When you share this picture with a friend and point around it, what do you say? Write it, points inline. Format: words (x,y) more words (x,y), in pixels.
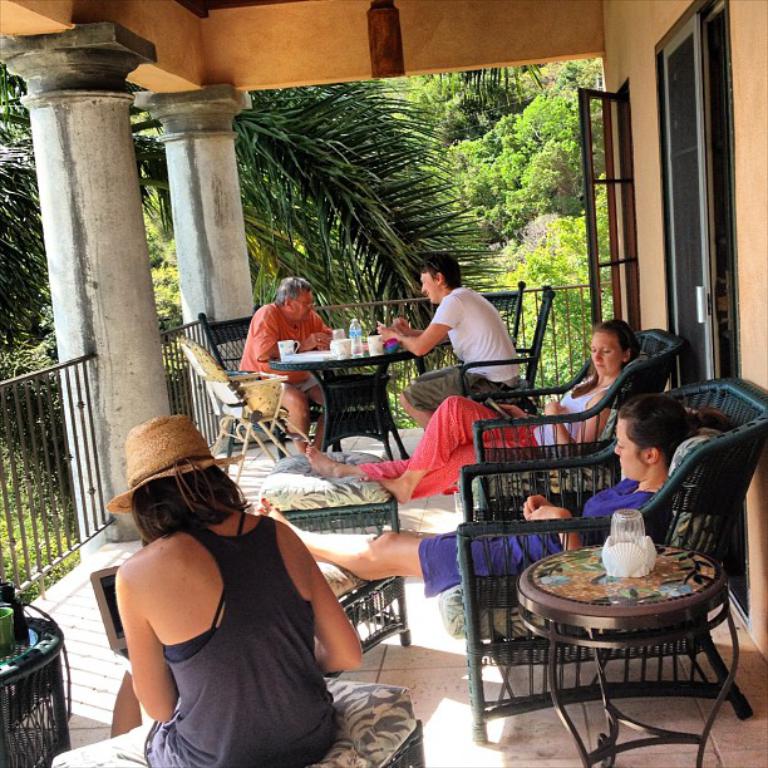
In this picture two women (602,416) are sitting in the chair (691,657). In the middle (496,382) there are two persons (297,418) sitting in the chair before table (380,420). Front side of the image a person (252,673) is sitting on the stool (385,695) having hat (155,443) on her head (209,507). At the left side (2,767) there is a stool (40,613) having cups (2,640) on it. Background (1,357) there are few trees (446,94). At the right side (691,364) there is a door (670,288).
